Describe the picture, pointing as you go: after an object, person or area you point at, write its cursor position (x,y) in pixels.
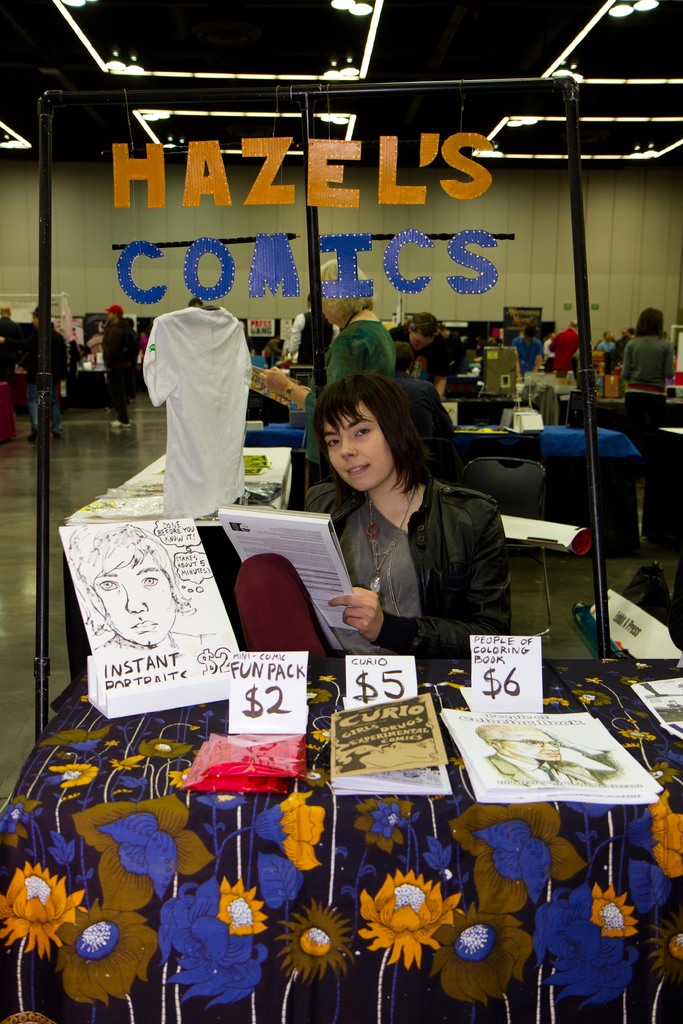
In the center of the image (264,611) there is a lady (285,621) sitting on chair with a book (257,541) in her lap (313,615). In front of her there is a table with books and paper (177,667) on it. There is a cloth (259,858) on the table (333,844). In the background of the image (547,345) there are people (302,337). There is wall (364,202). There is some text (274,185). At the top of the image (245,72) there is ceiling (266,58) with lights (610,11).
